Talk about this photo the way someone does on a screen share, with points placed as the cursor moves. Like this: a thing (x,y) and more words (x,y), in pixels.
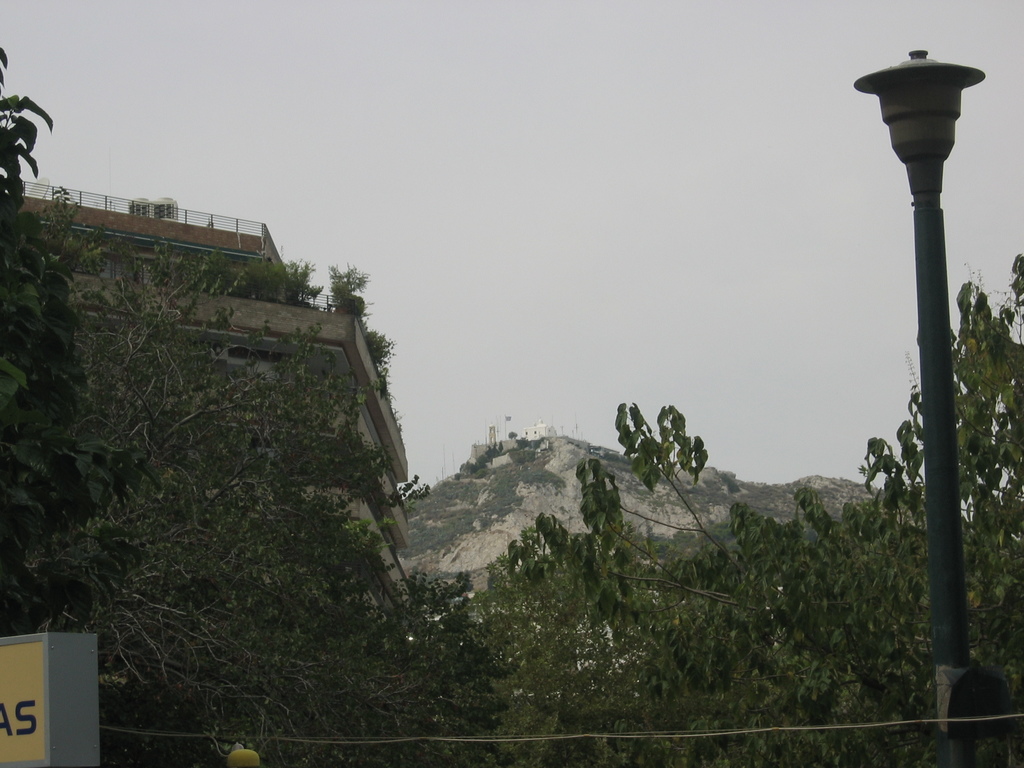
In this image I see a building (114,231) over here and I see number of trees (728,678) and I see a pole (948,505) over here and I see 2 alphabets (33,724) written on this yellow and white color thing (26,676). In the background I see the sky (553,161) and I see the rocky mountain (555,500) over here.
